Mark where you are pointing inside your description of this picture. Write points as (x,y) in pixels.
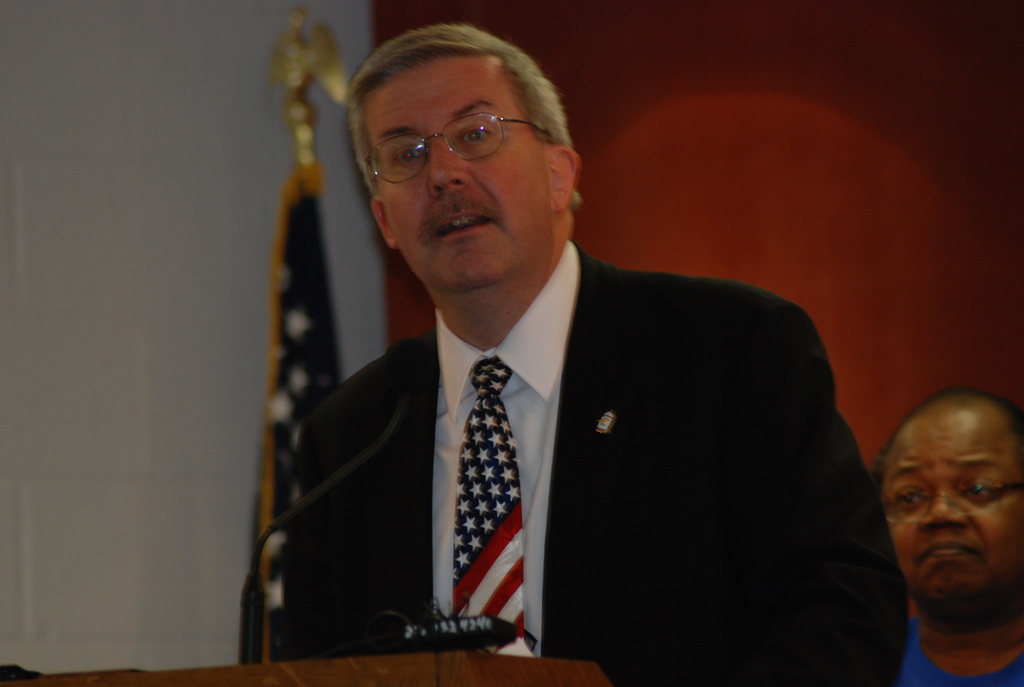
In this image I can see the person (540,468) standing in-front of the podium (296,662). On the podium (296,662) I can see the mic (261,554). I can see the person (480,448) wearing the blazer (749,480), shirt (549,394) and tie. In the background (937,594) I can see the one more person (951,605) with blue color dress (907,670) and the flag (323,349). And I can see the red and white background (207,116).
